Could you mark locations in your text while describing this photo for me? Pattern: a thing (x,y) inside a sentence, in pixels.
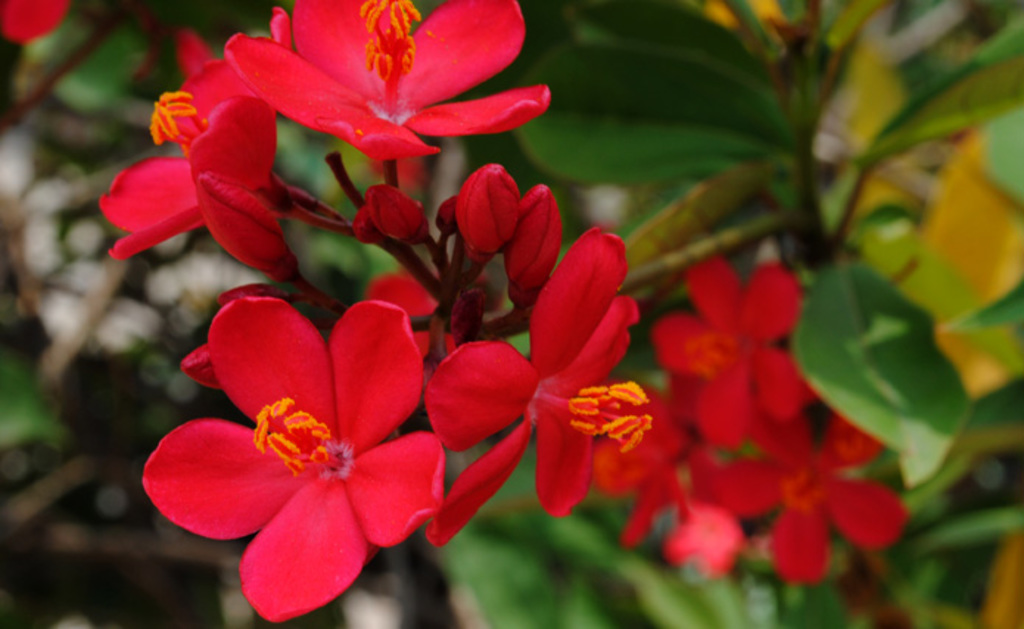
In this picture there are red color flowers (493,255) in the image.
